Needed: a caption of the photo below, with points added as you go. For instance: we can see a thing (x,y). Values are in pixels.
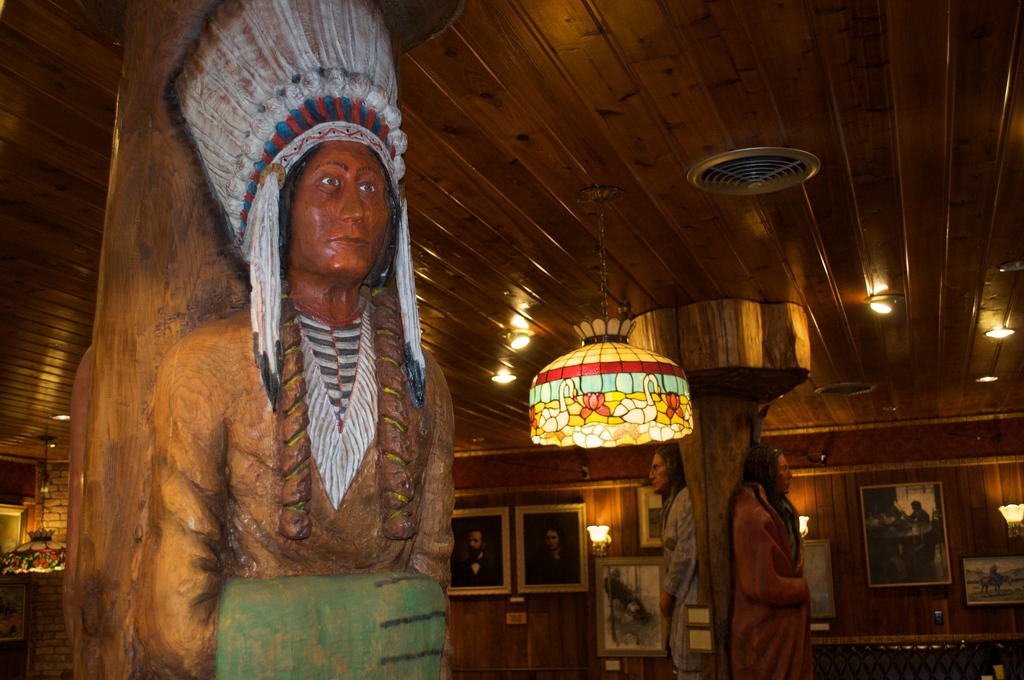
In this image we can see the inner view of a room (844,483) and there are some wooden statues (777,531) and we can see some photo frames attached to the wall (1006,497) and there are some lights (613,376).
